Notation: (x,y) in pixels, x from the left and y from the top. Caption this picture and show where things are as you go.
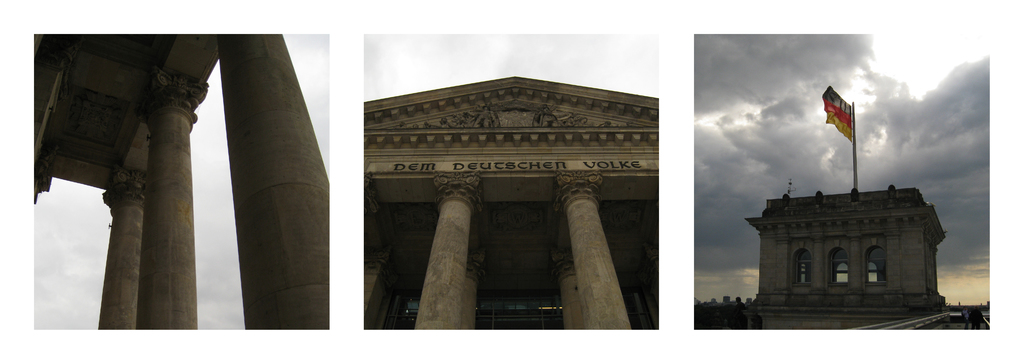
There is a collage image of three different pictures. In the first two pictures, we can see pillars (117,239). In the third picture, we can see a building (837,233) contains a flag (838,107).
